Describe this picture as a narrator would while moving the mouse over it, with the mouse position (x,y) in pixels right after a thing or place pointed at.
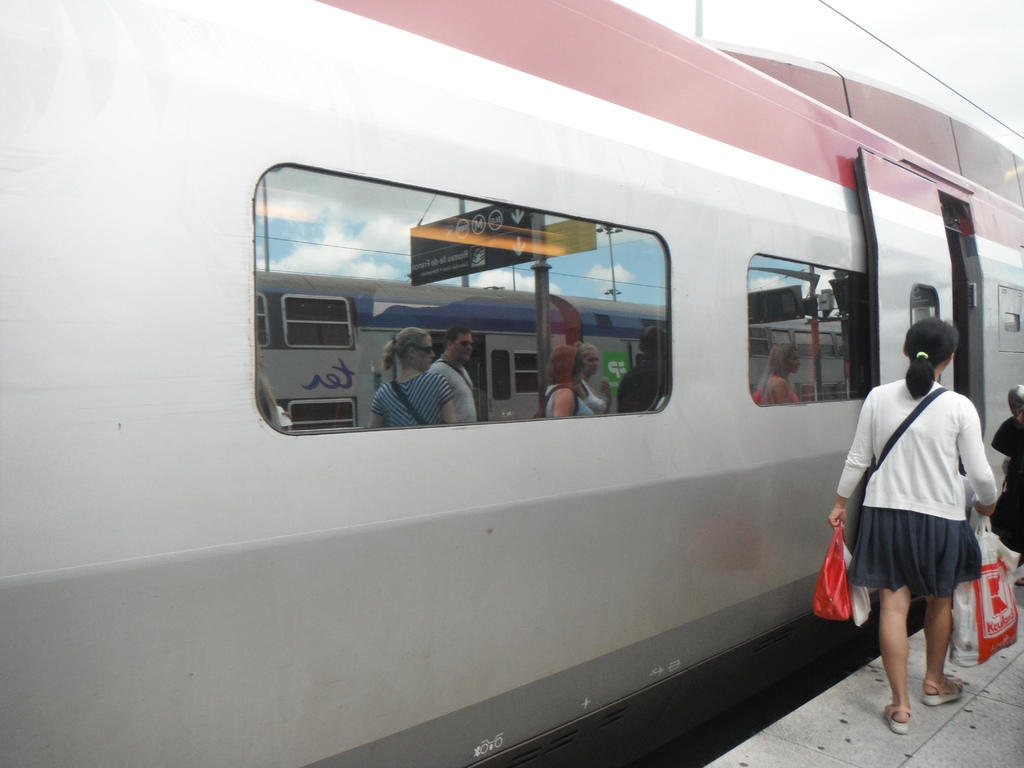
In this image in the center (522,329) there is one train (439,461) and there are some windows (417,315), and through the windows (469,325) we could see a reflection (454,368) of some persons (558,368), train (556,335), pole (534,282), boards (526,252) and sky (661,278). And on the right side (929,504) there are two persons (925,538) who are walking, and one woman (939,575) is holding some plastic covers (857,620). At the bottom (867,719) there is a walkway (966,713).
